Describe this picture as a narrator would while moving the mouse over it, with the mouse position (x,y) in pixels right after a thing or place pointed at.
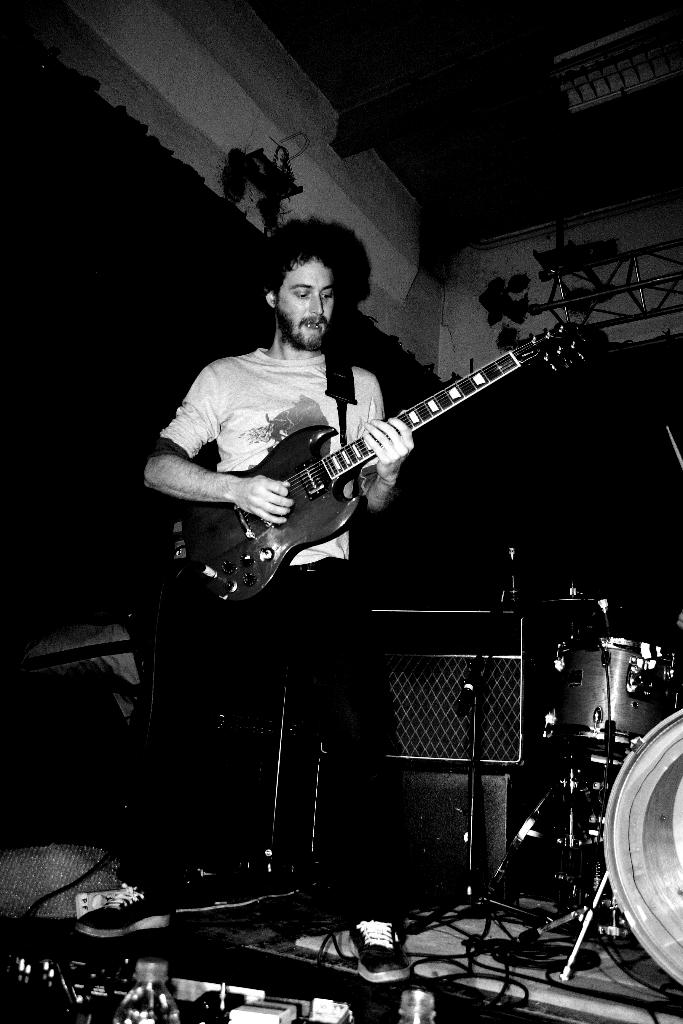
In this picture there is a man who is standing on the left side of the image (226,439), he is playing the guitar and there is a drum set (634,652) on the right side of the image (557,717).
